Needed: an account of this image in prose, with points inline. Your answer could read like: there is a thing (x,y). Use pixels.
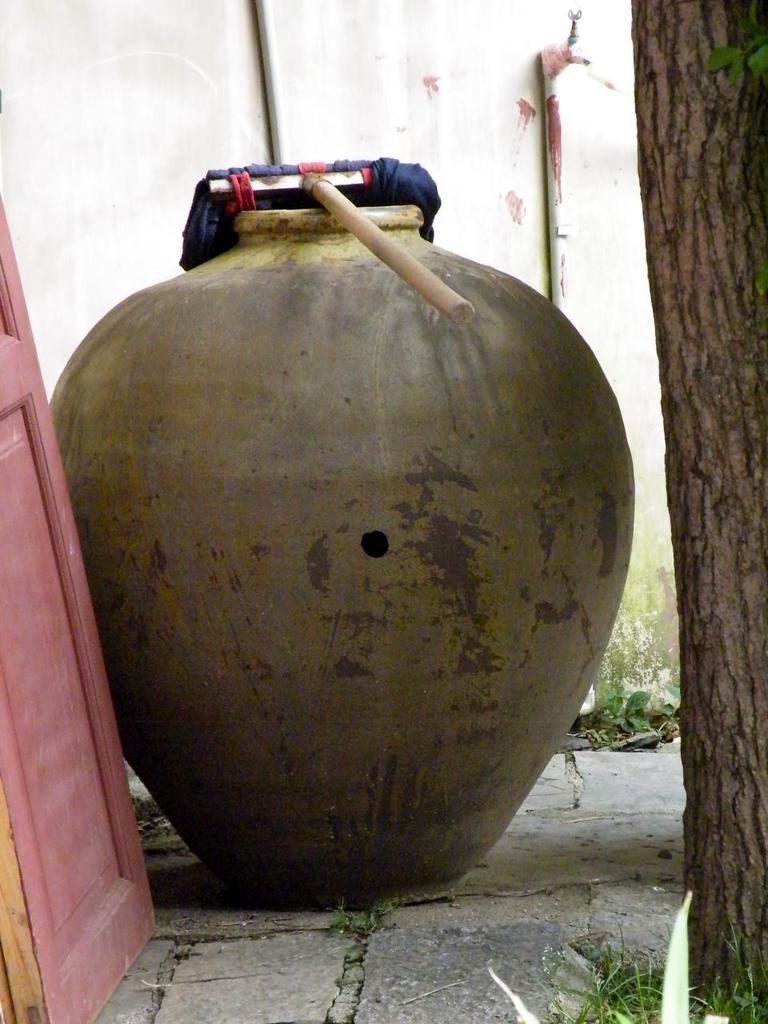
In the center of the image (404,442), we can see a pot (360,462) and in the background (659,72), there is a tree (640,110) and we can see a tap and pipes (550,184) and a stick (305,184), a door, cloth (207,202) and a wall (575,302).
